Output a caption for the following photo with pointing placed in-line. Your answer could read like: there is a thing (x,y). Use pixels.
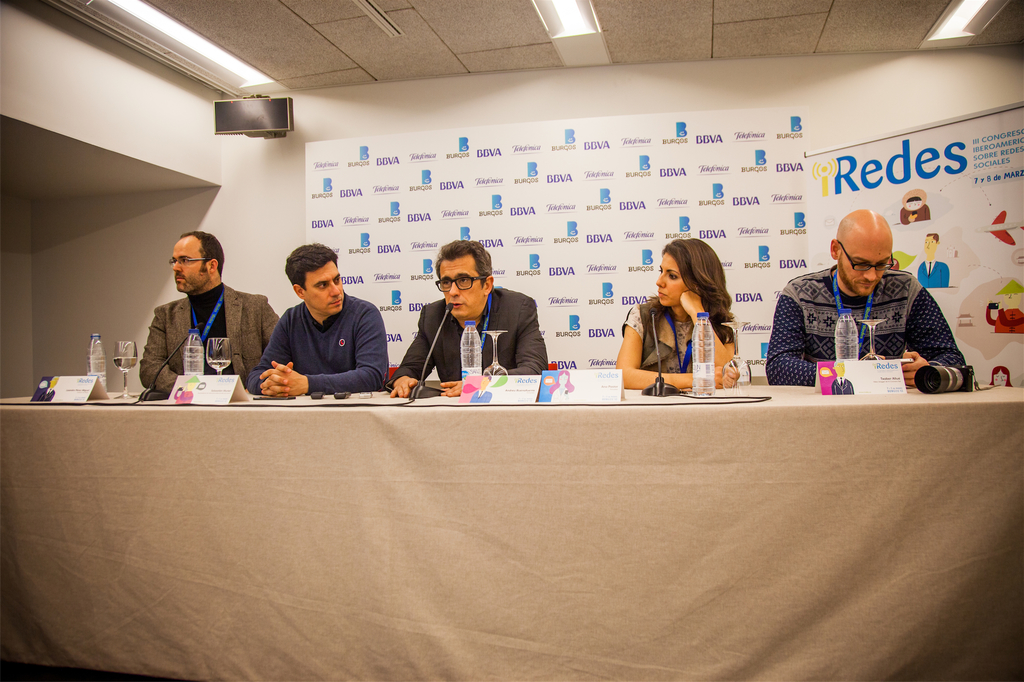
In this image we can see a few people (793,341) sitting on the chairs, in front of them, we can see a table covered with the cloth (613,610), on the table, we can see some water bottles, glasses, mics (667,388) and some other objects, there are some posters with some text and images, at the top of the roof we can see some lights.
